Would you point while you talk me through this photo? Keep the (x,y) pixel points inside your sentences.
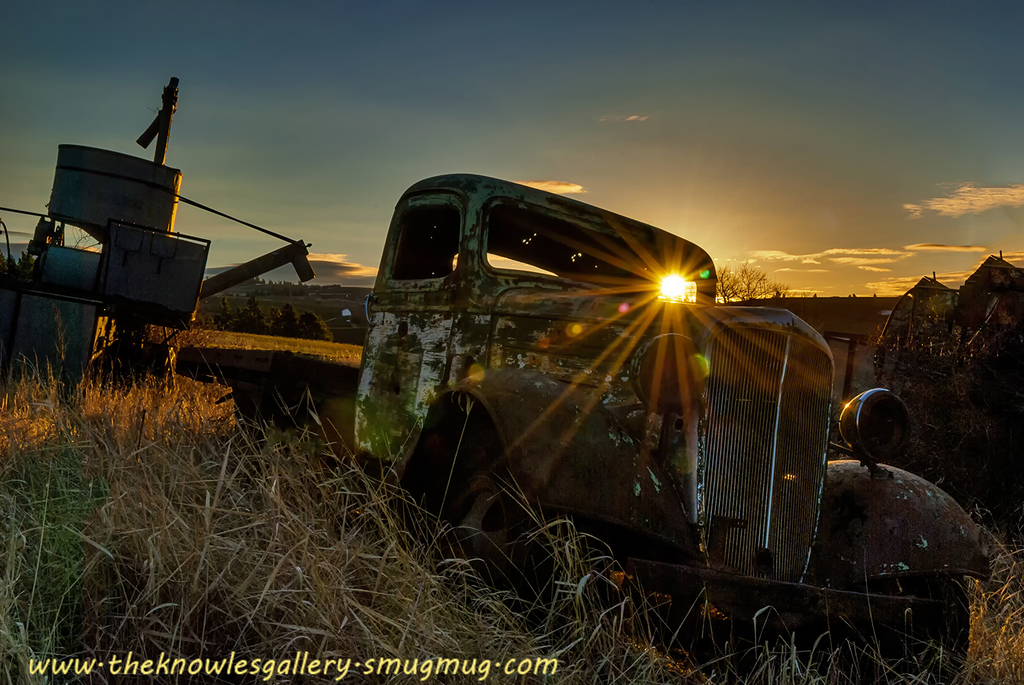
In this image I can see few vehicles (384,433). In front (120,509) I can see the dried grass (195,509) and few grass (43,552) in green color, background (800,291) I can see the sun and the sky (669,171) is in blue and white color.
